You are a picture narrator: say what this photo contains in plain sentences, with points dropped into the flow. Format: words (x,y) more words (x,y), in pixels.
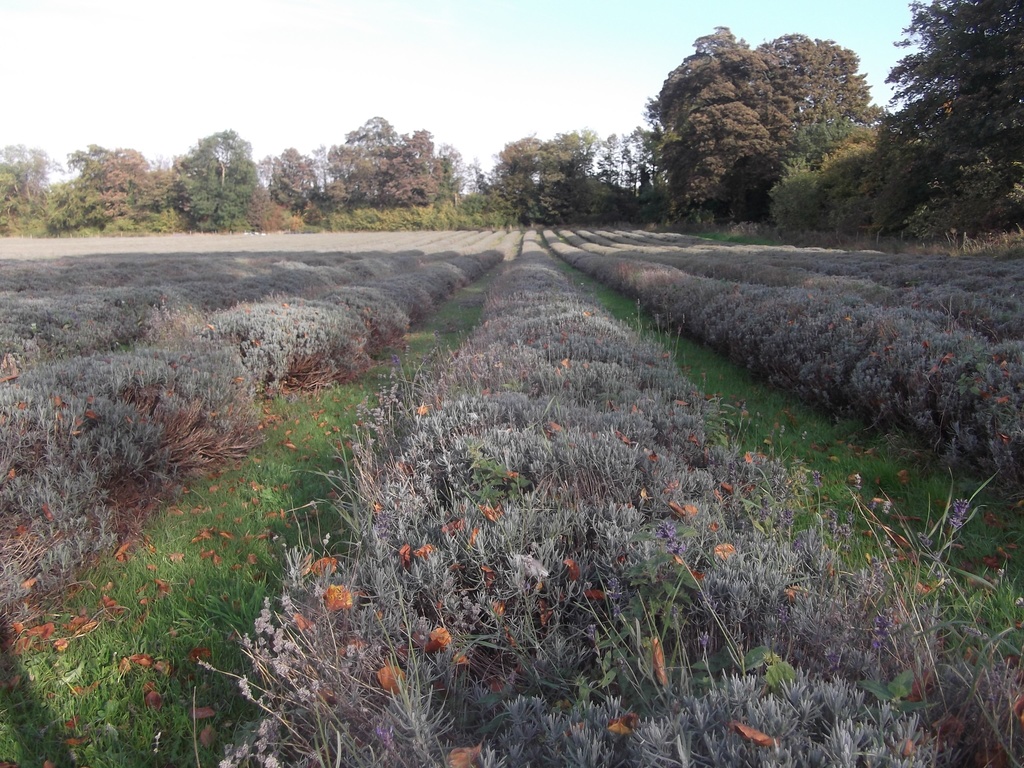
In this image there is the sky (389,80) truncated towards the top of the image (347,78), there are trees (416,192), there are trees (273,189) truncated towards the left of the image (36,180), there are trees (935,175) truncated towards the right of the image (963,141), there are plants (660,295) truncated towards the left of the image (28,302), there are plants (983,356) truncated towards the right of the image (961,294), there are plants (498,723) truncated towards the bottom of the image (830,719), there is grass (274,550) truncated towards the bottom of the image (152,637), there is grass (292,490) truncated towards the right of the image (791,410).
